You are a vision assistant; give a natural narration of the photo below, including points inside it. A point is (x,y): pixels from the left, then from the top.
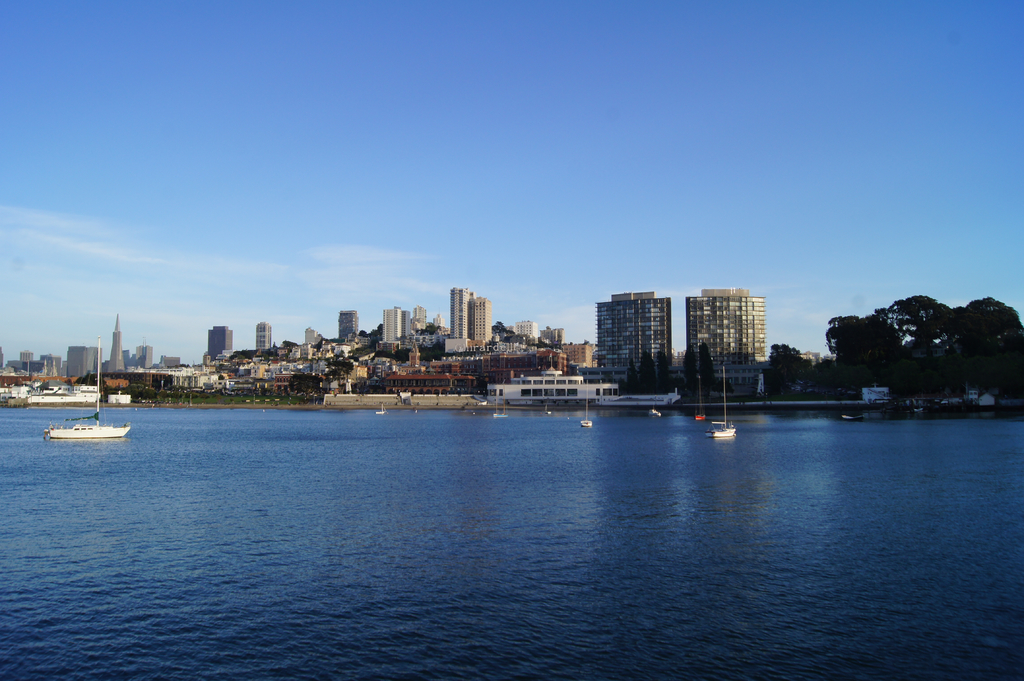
This picture is clicked outside the city. In the center (591,421) we can see the sail boats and some other objects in the water body (682,530). In the background (699,134) we can see the sky (703,146), trees (886,344), buildings (522,337), skyscrapers (122,344) and many other objects (950,402).
